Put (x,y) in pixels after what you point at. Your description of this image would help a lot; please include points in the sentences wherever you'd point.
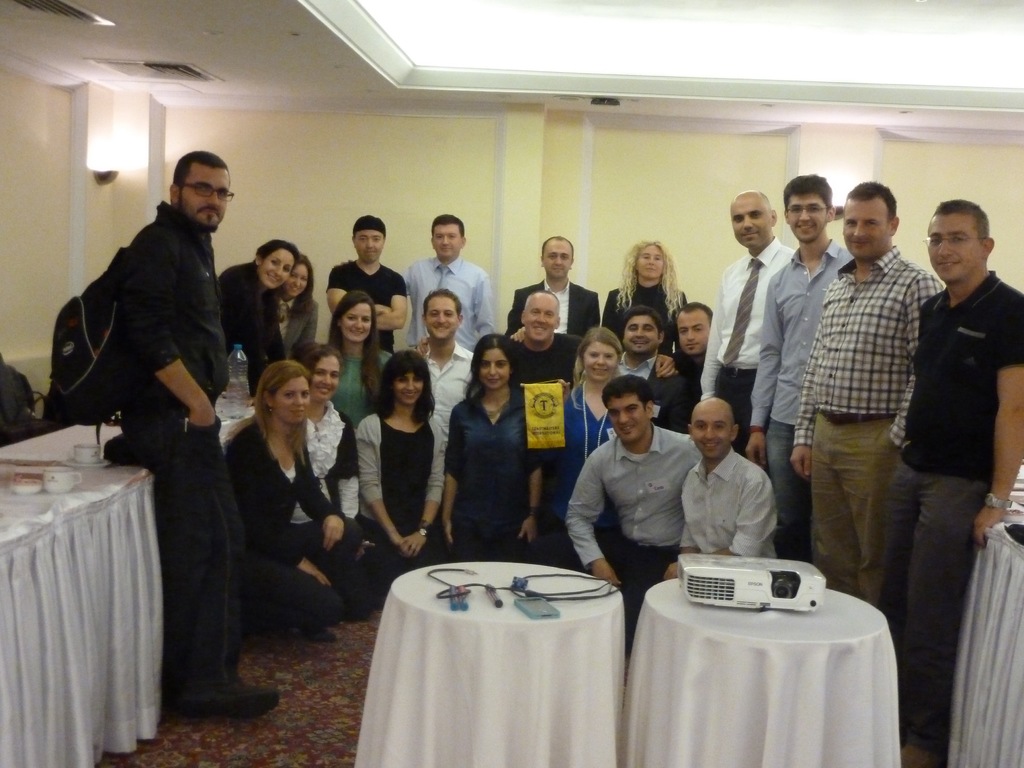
Few persons (940,360) are standing. Few persons (658,432) are sitting. We can see tables (112,571). On the table (111,503) we can see bottle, cap (58,480), cable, projector (768,606), cloth (795,678). This is floor (318,660). On the background (524,184) we can see wall (496,191).
